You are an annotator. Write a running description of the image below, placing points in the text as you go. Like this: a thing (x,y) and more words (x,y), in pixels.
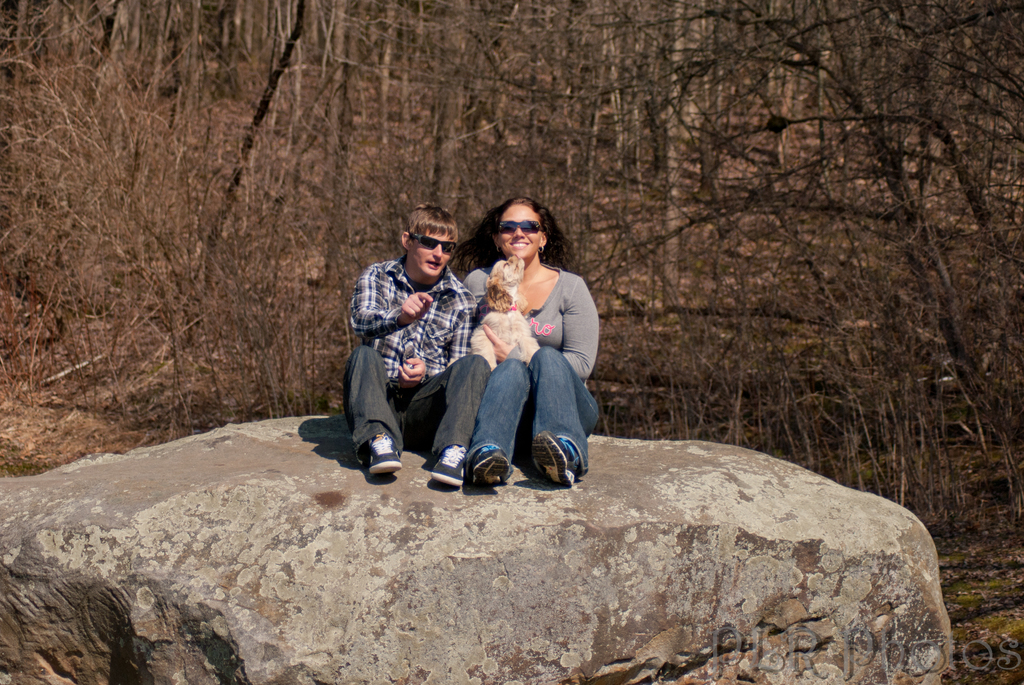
In the middle (425,238) I can see two persons (540,376) are sitting on a rock (532,521) and a dog (494,352) is sitting on a woman (508,380). In the background (61,159) I can see trees (1006,409). This image is taken during a day.
